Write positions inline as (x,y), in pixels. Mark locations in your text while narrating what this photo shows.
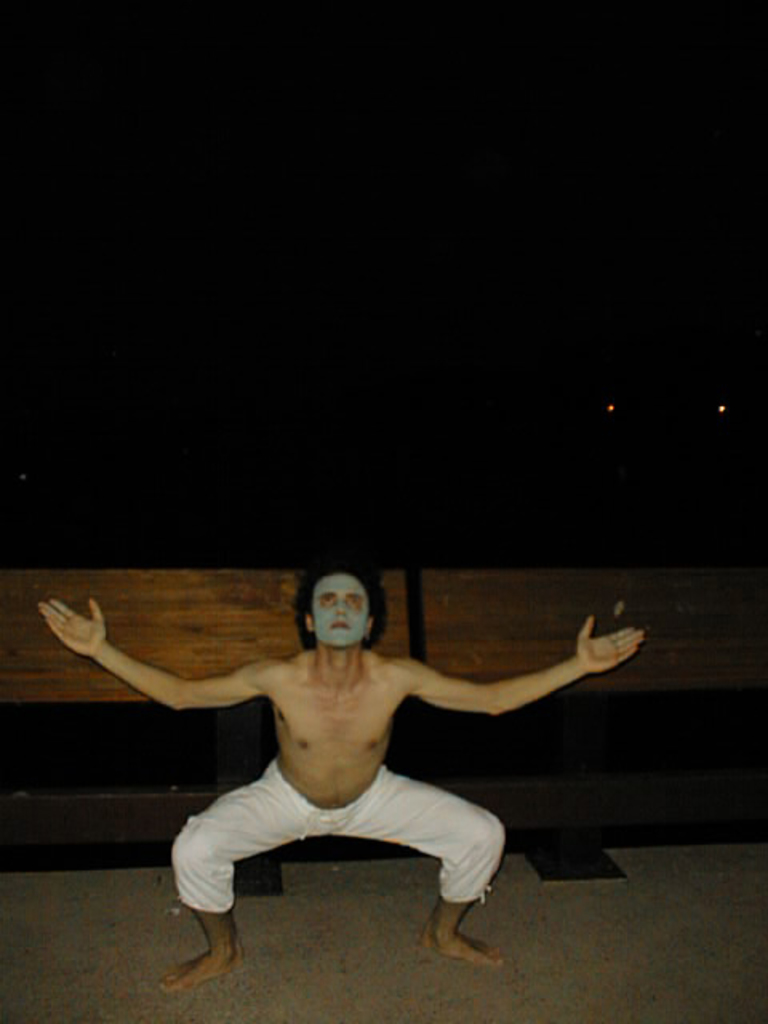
In this picture there is a person (275,836) squatting. At the back (535,630) there is a railing (142,604) and there are lights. At the top (405,119) there is sky (416,103). At the bottom (607,940) there is a floor (615,906).
